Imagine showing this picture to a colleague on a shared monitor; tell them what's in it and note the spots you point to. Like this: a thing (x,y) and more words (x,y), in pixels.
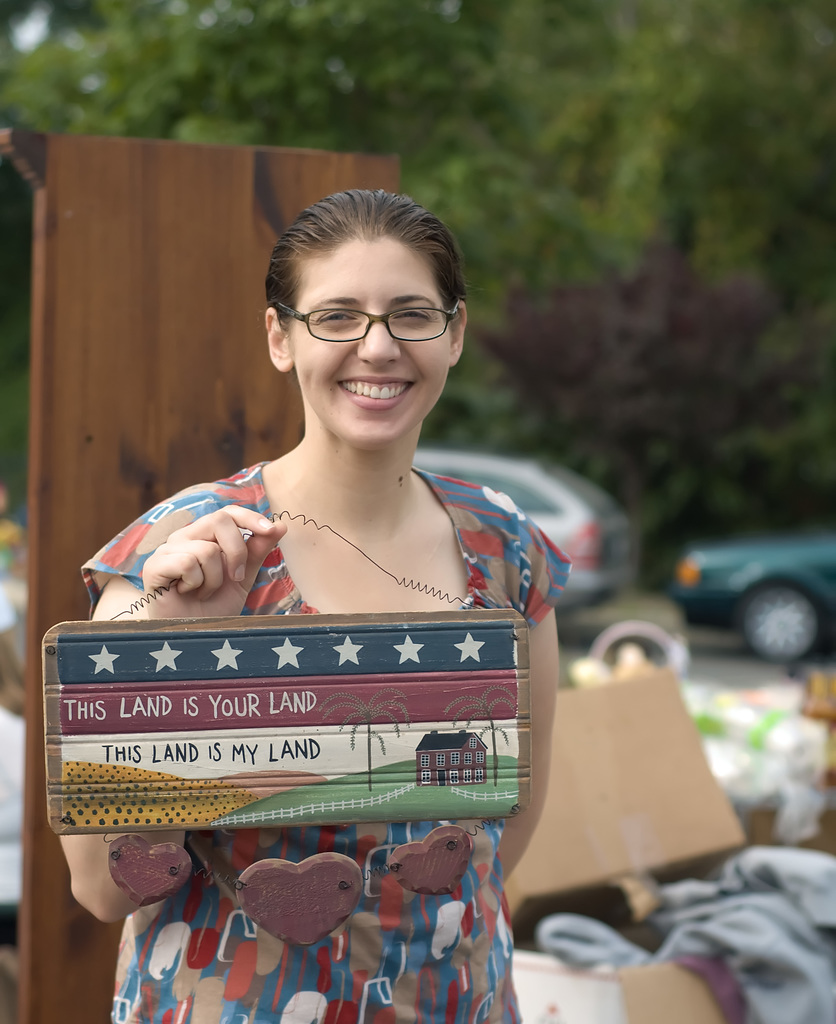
In the image there is a woman (483,608), she is holding some object (326,688) in her hand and behind the woman (306,827) there is a tall wooden door (44,610) and the background (550,429) is blurry.
